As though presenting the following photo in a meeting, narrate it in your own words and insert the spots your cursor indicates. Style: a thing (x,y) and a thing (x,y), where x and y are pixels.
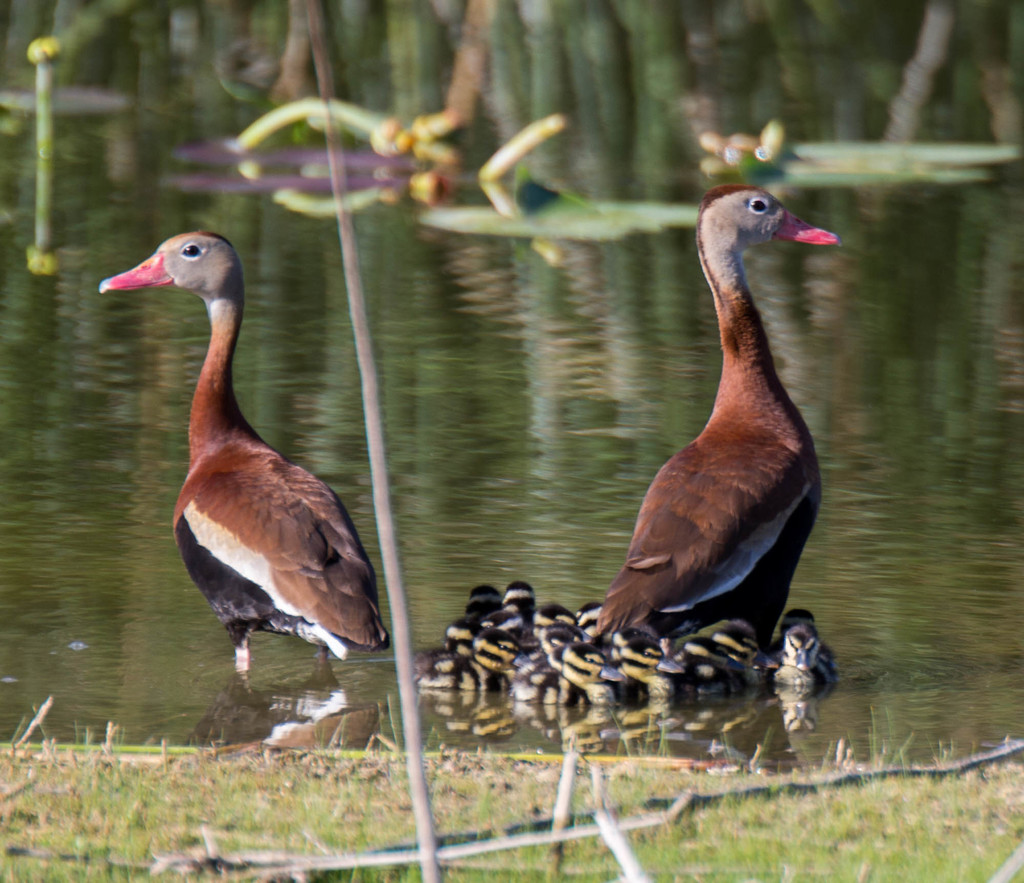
These are the 2 ducks (711,460) which are in brown color and there are few ducklings (539,643) that are swimming in this water (847,702).
